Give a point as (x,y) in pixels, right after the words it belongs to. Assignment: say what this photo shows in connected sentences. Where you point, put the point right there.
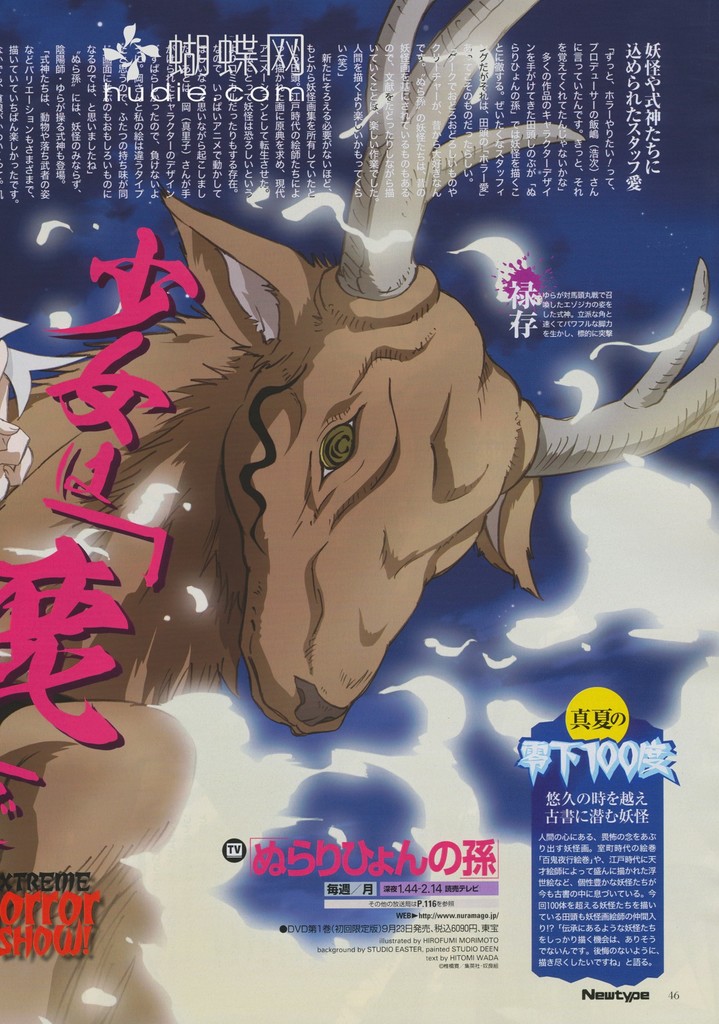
In this image I can see the animated animal (383,563) in brown and cream color. I can see something is written on the image and the background (443,596) is in blue and white color.
